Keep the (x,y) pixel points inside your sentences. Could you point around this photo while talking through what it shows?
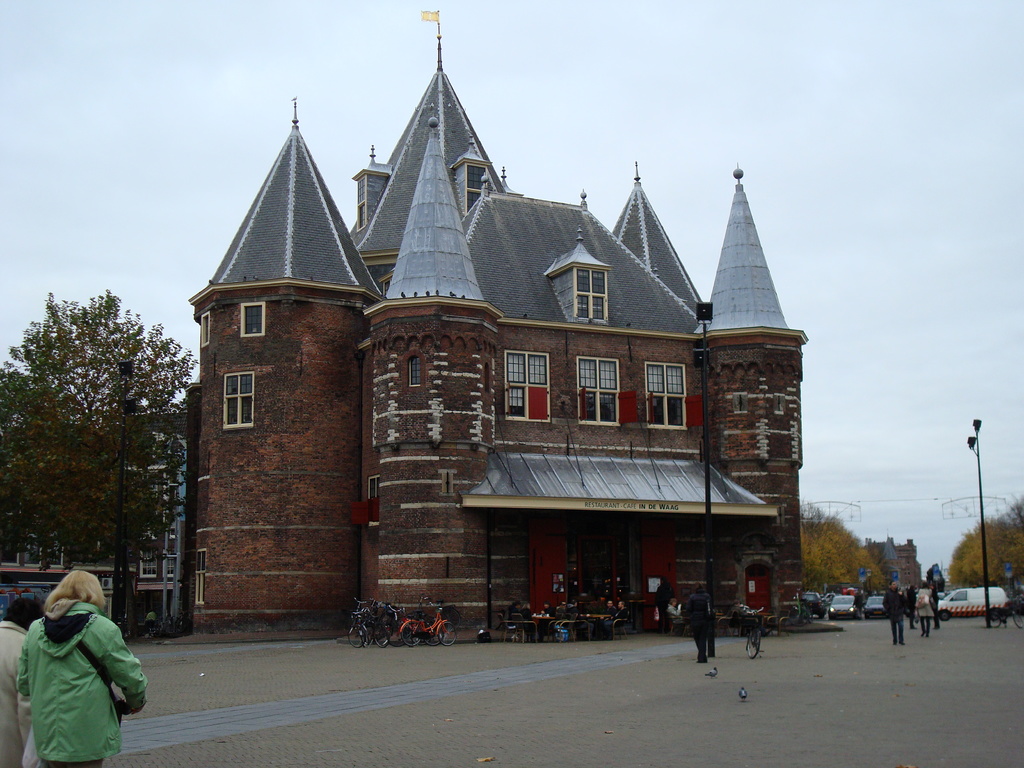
In this image we can see a few buildings (399,388), at the top of the building (450,421) we can see a flag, there are some vehicles (450,624), windows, people (696,592), poles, lights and trees (837,561), in the background (587,138) we can see the sky (587,138).
